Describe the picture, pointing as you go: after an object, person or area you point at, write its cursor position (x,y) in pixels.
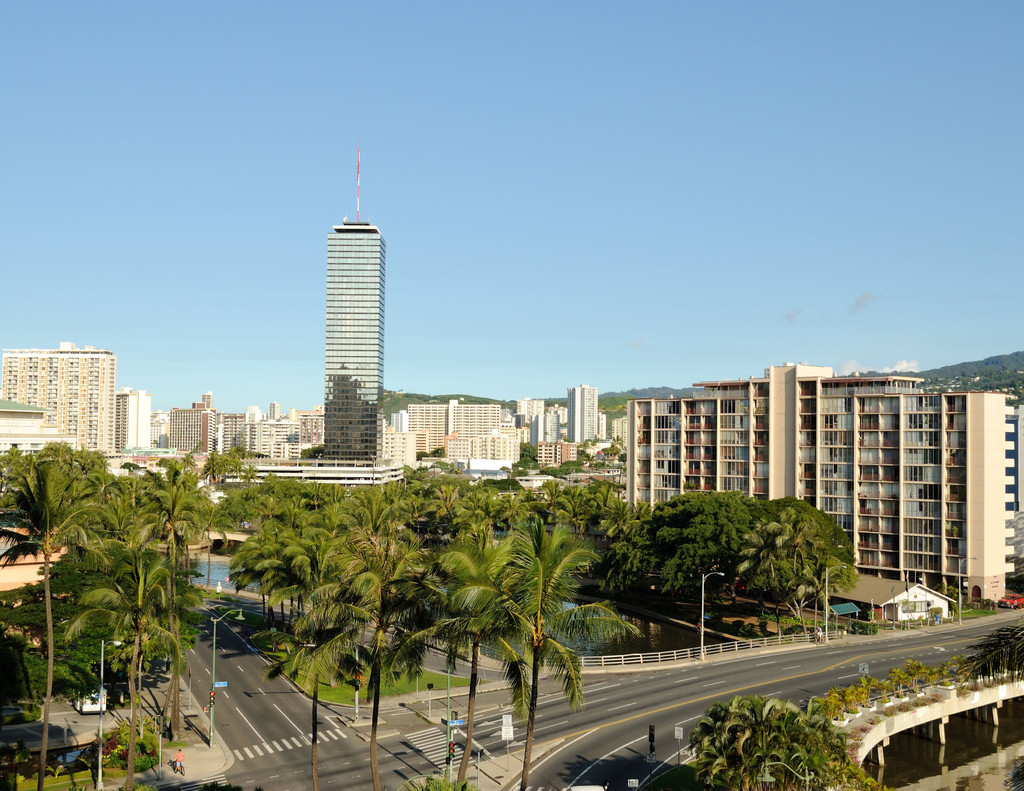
In this picture we can see skyscrapers (372,454) and many buildings (54,395). At the bottom (640,545) we can see the four way road (303,778), zebra crossing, sign boards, trees (726,786) and bridge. On the right (859,600) there is a shade (874,600) near to the water (633,615). In the background (993,388) we can see the mountains (1011,387). In the bottom left corner (62,662) we can see a person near to the road (341,710) and trees (15,689). At the top (669,128) there is a sky (413,57).
